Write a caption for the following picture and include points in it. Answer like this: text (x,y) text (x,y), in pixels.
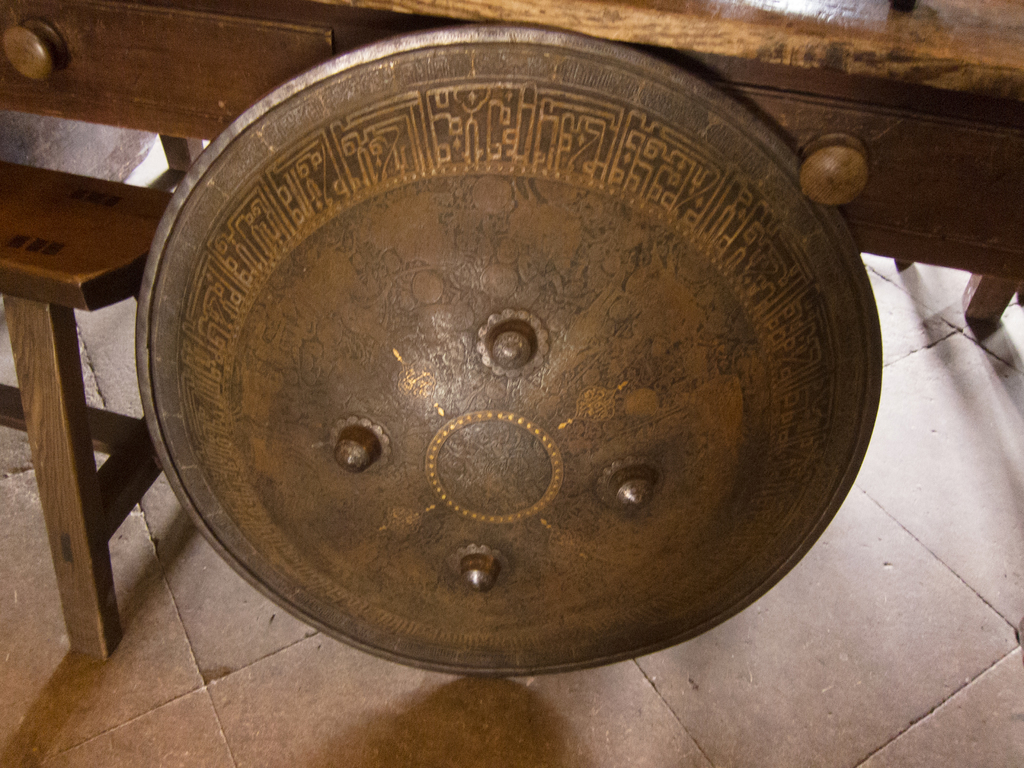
In this image there is an object (493,372) that looks like a shield (477,362), there is a wooden object (727,77) towards the top of the image (862,79), there is a wooden bench (75,388) towards the left of the image (5,334), there is ground (238,677) towards the bottom of the image (575,673).
